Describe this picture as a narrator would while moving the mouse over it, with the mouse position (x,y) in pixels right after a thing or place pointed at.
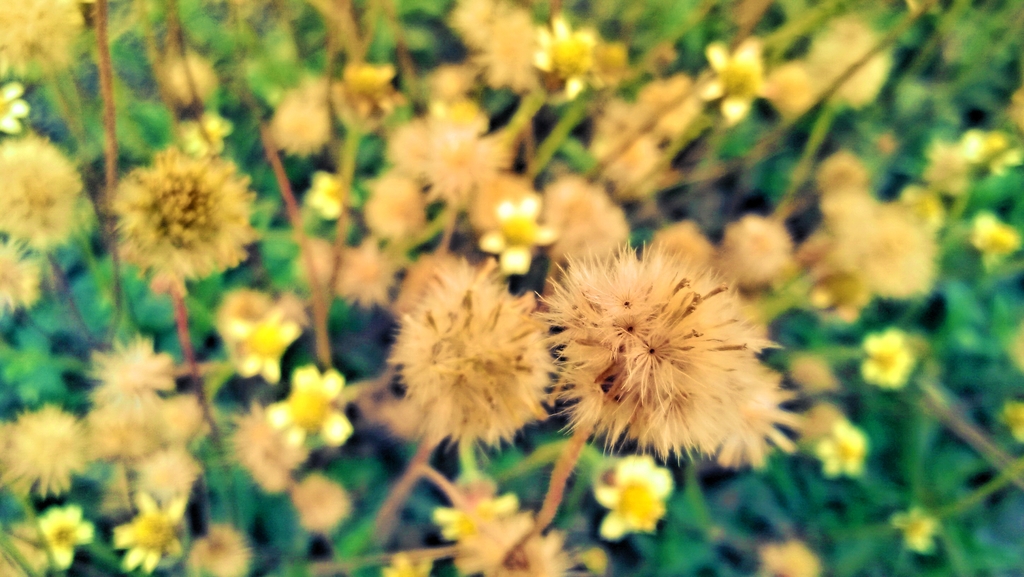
In the image we can see flower plants (318,394), these are the leaves (862,512).
